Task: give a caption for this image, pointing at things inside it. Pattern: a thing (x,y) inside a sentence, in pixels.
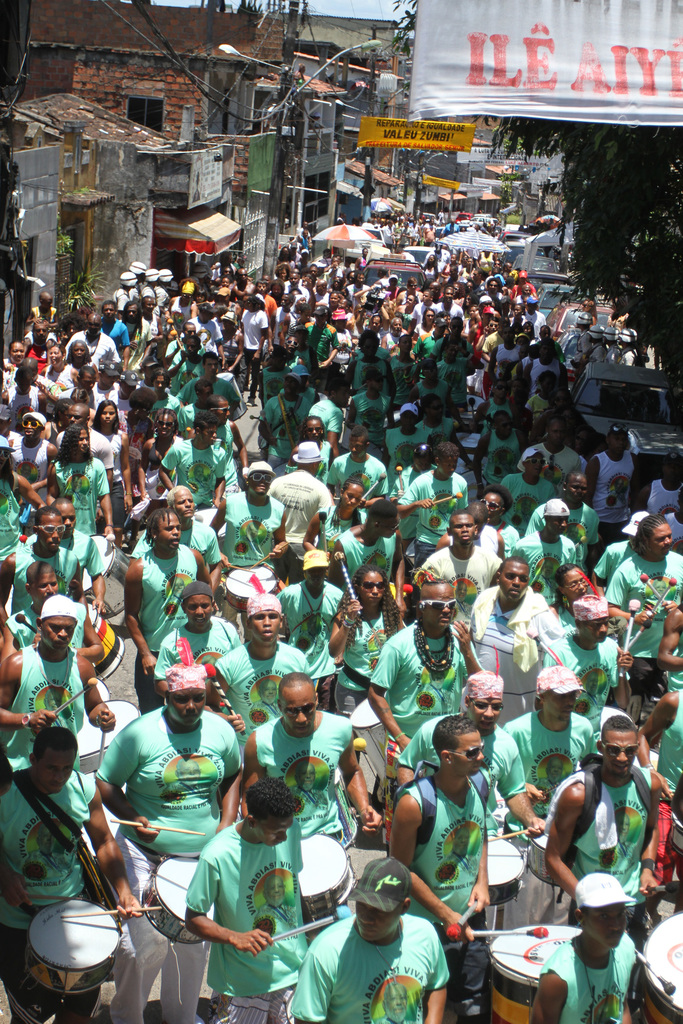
In this image there are group of people (311,476) standing and beating the drums (655,1014) with drum sticks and the back ground (150,142) there is building (245,139), light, pole (377,27), banner (551,60), tree (644,263), sky (379,10), umbrellas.
